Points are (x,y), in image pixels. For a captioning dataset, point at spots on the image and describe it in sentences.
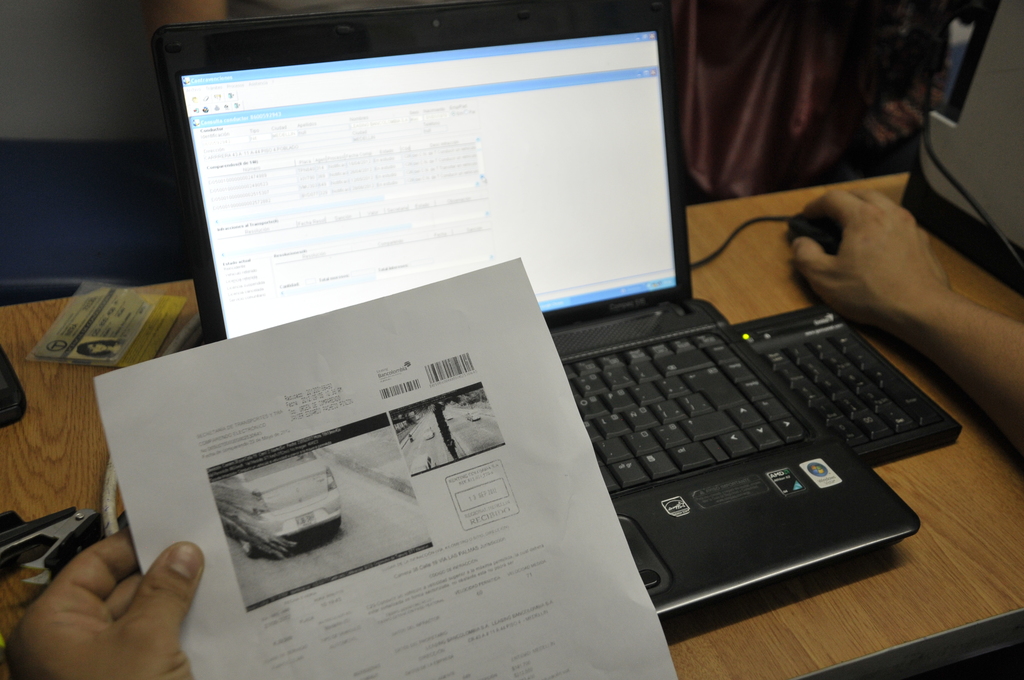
In this image, we can see a person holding a mouse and a paper (384,516) with some text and pictures (391,491) of vehicles (332,487). In the background (463,238), there is a laptop (697,386), a keyboard (654,378) and some objects (77,361) on the table (852,584) and there is a curtain (712,45).
